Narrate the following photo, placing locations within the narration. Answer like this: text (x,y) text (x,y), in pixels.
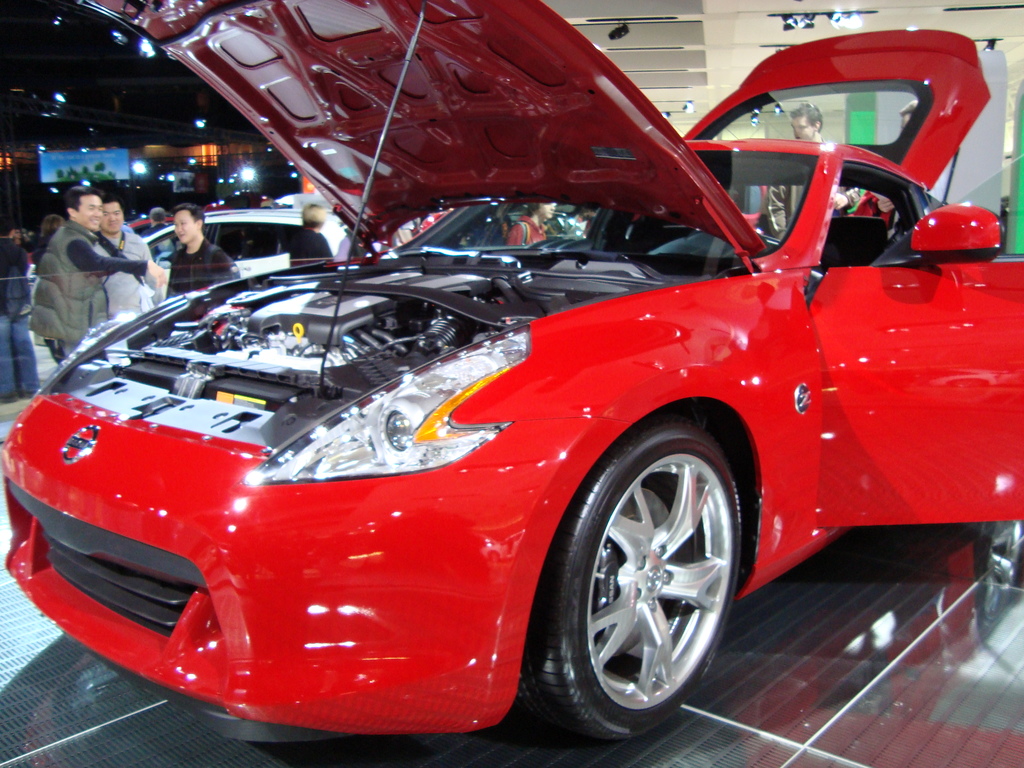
In the foreground of this image (577,471), there is a car (541,631) on the floor (865,630) with opened door (865,359), boot (875,53) and bonnet (464,43). In the background (133,281), there are persons (202,243) standing, a car (260,242), lights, screen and the wall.
